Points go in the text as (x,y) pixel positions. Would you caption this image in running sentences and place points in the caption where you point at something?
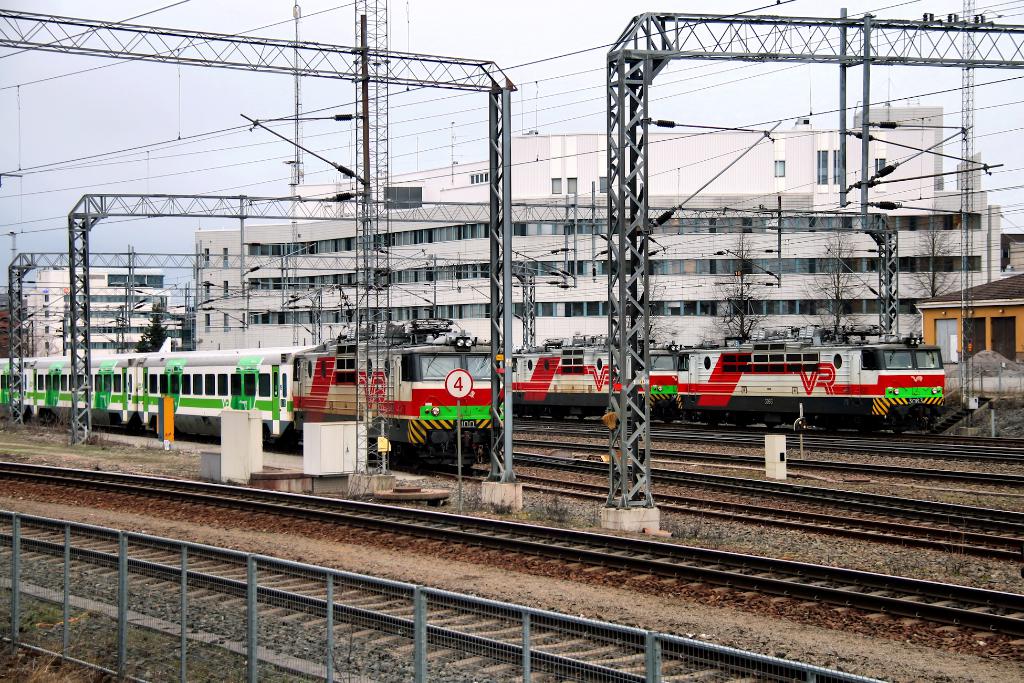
This picture is clicked outside. In the foreground (102,616) we can see the metal rods (123,659), gravels (34,566), railway tracks (519,555), poles (632,354), cables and we can see the trains (750,419) seems to be running on the railway tracks (812,466). In the background (117,105) there is a sky (199,151), buildings (214,258), trees (155,328) and some other objects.
